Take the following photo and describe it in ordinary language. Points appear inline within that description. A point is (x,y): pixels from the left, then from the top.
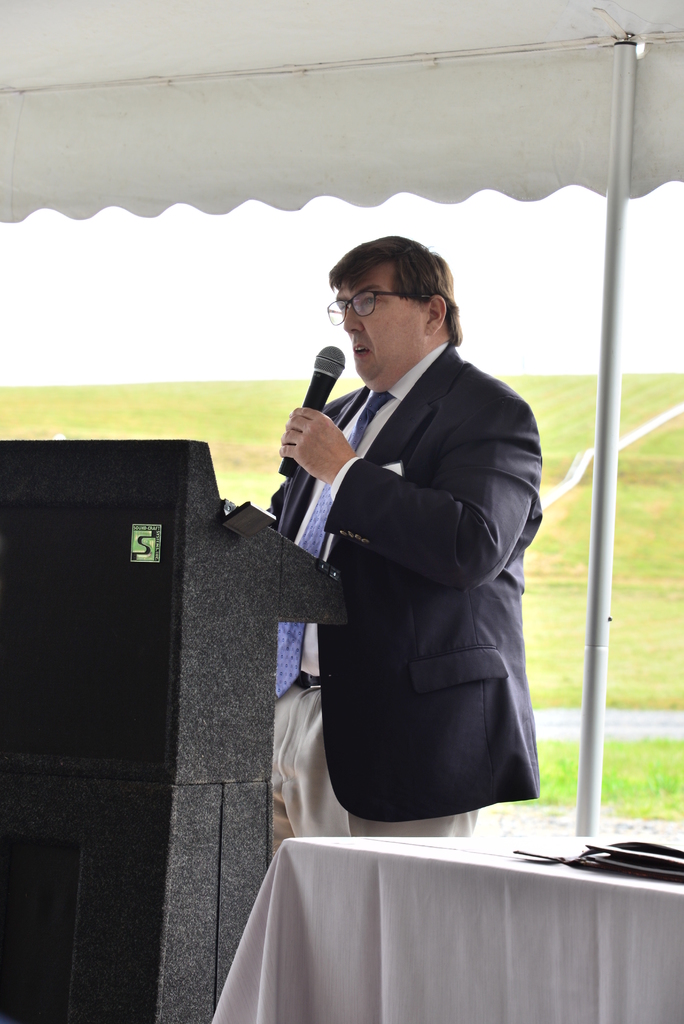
In the image we can see a man (384,667) standing, wearing clothes (377,648), spectacles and he is holding a microphone (327,392) in his hand (315,412). Here we can see podium (134,719), tent (207,159), table (432,895), grass (673,600) and the sky (218,267).
